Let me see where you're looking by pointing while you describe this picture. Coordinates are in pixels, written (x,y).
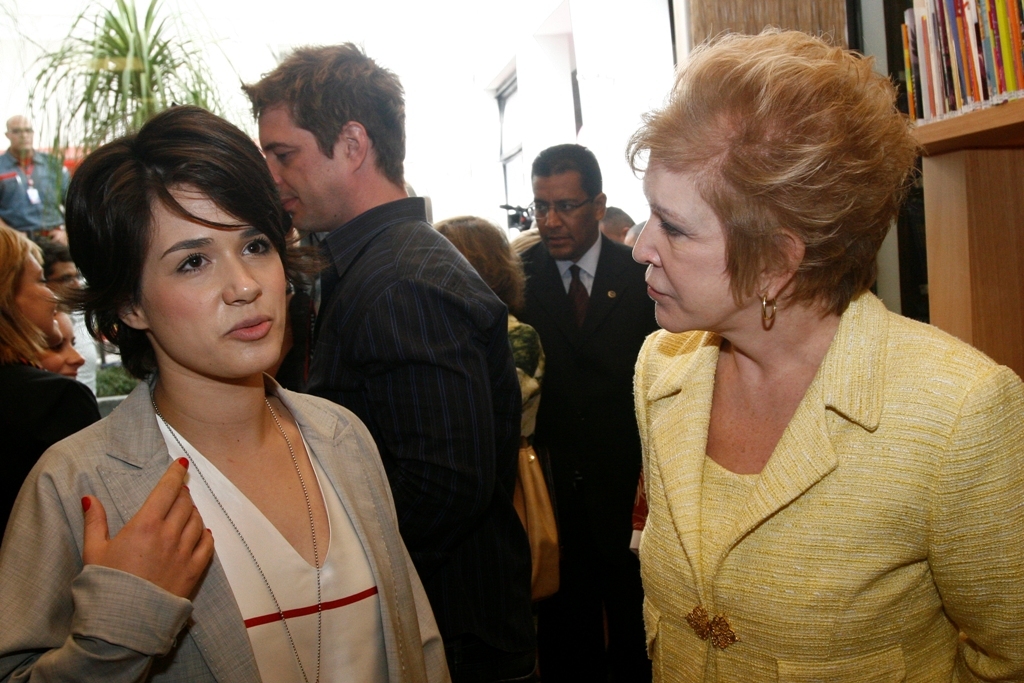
This picture seems to be clicked inside the hall (521,444). In the foreground (321,467) we can see the group of people (485,364) standing on the ground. In the right corner (923,42) we can see a wooden rack (958,136) containing the books like objects (924,56). On the left (154,61) we can see the green leaves (110,41). In the background (411,23) we can see the window (508,158) and some objects (518,210) and the group of people (19,136).
